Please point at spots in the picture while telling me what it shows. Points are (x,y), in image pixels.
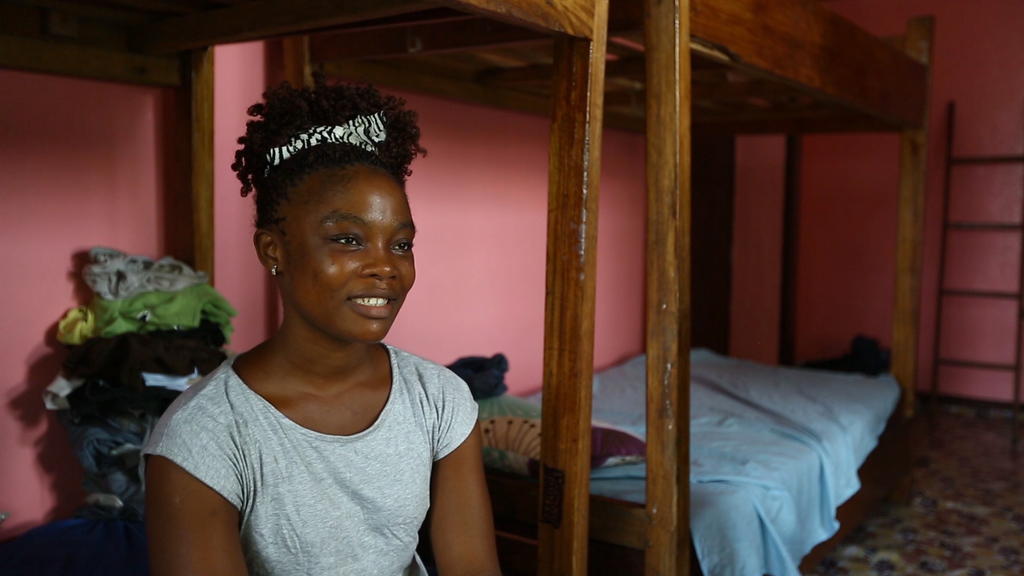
In the middle of the image (398,302) a woman (360,105) sitting on the bed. Top right side of the image (746,169) there is a wall (995,87). Bottom right side of the image (1002,395) there is a ladder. Bottom left side of the image (132,436) there are some dresses (156,284).
